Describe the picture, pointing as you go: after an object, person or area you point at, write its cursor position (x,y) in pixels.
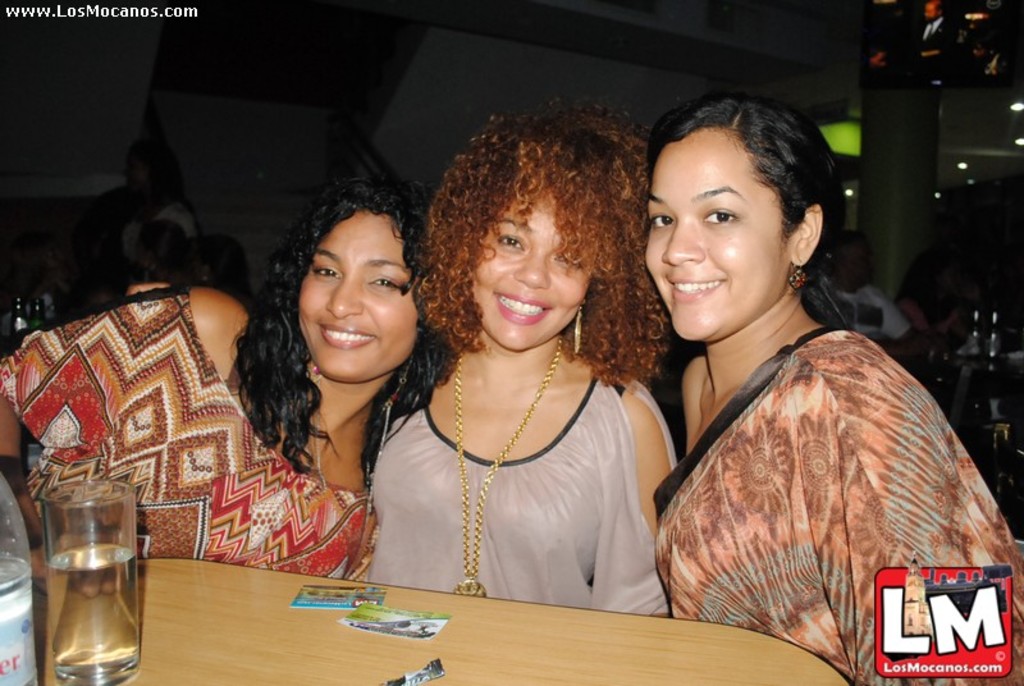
In this image I can see there are three beautiful women (548,482), they are smiling, on the left side (65,628) there is a glass (65,628) on this table (187,613). On the right side (920,616) there is a name (907,614).
